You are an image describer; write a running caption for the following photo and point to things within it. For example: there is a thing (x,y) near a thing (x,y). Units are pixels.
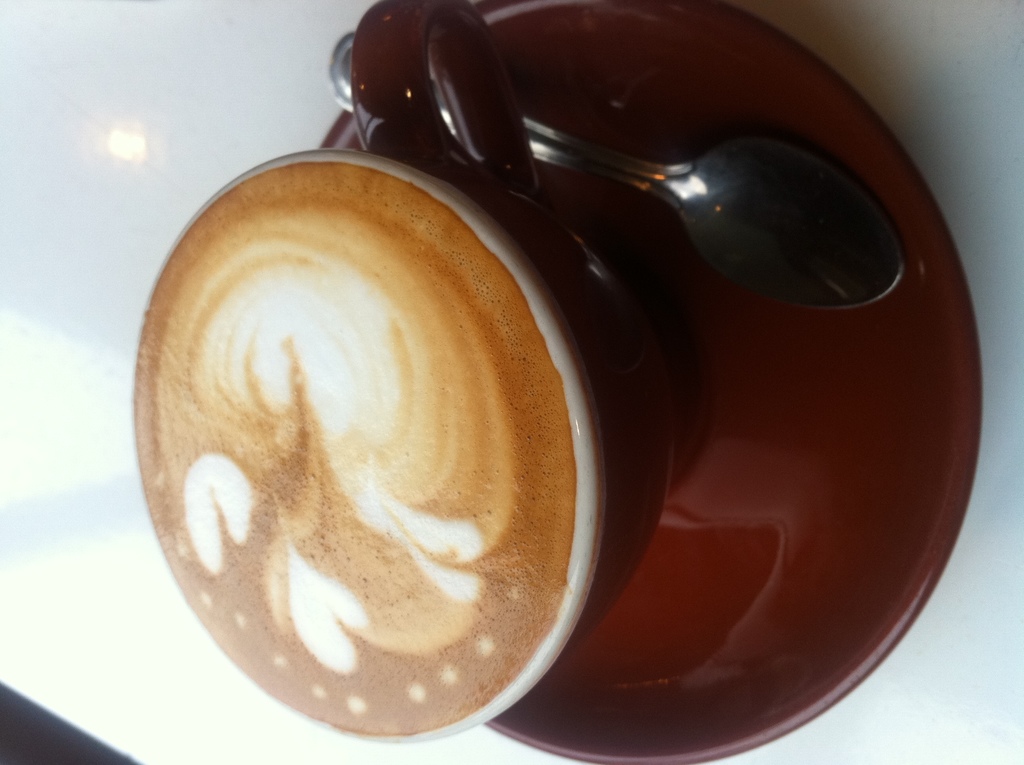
In this image I can see a coffee cup (529,411) in the saucer (830,412) and there is a spoon (817,294) in it.
